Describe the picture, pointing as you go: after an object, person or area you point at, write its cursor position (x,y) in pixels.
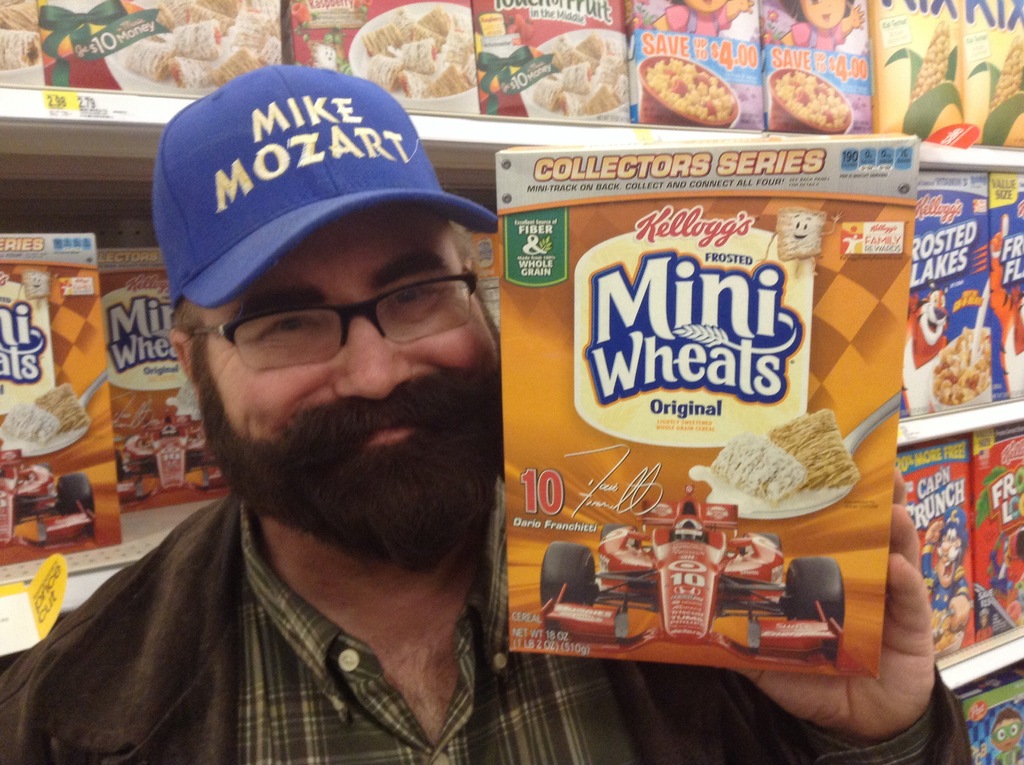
In this image we can see a person (434,399) wearing a cap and holding a box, in the background (104,389), we can see the shelves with some boxes (40,549).
